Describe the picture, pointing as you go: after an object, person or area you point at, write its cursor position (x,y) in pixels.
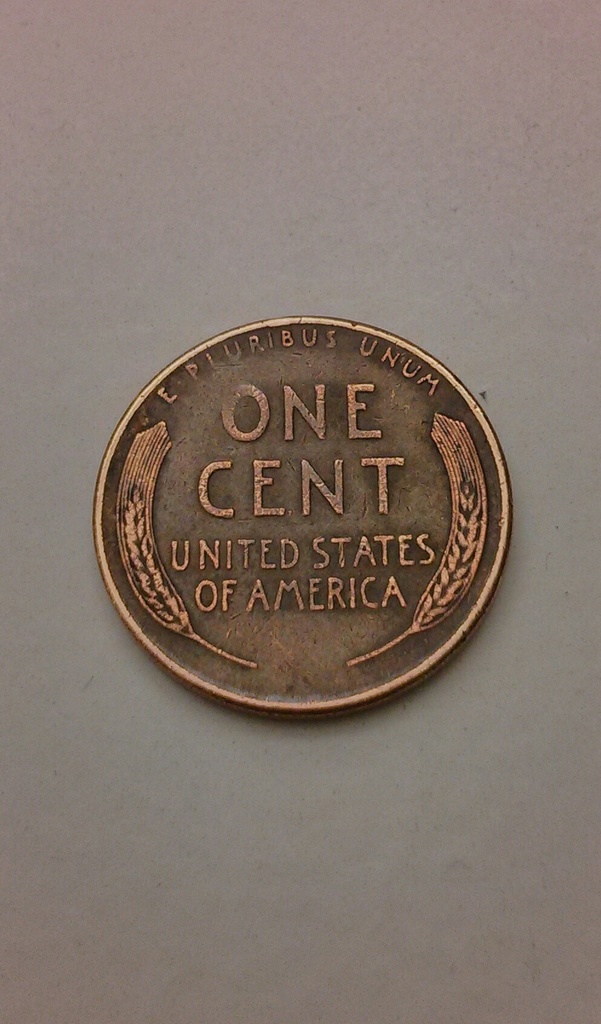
In this picture we can observe a coin (338,595) of USA. This is in brown color. This coin (286,505) is placed on the white color surface (277,224).
